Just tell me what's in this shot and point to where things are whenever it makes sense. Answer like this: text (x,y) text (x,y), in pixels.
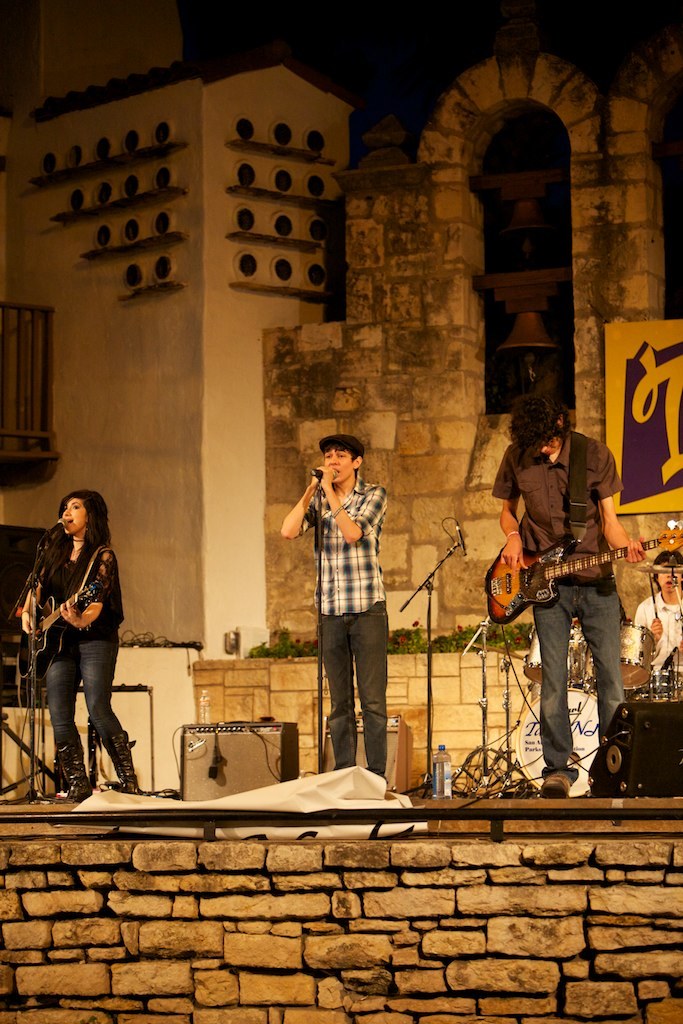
In this image we can see this two persons (545,671) are holding a guitar (625,548) in their hands (28,625) and playing it. This man (339,552) is singing through the mic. In the background (645,605) we can see this man (642,615) is playing drums (635,624).
